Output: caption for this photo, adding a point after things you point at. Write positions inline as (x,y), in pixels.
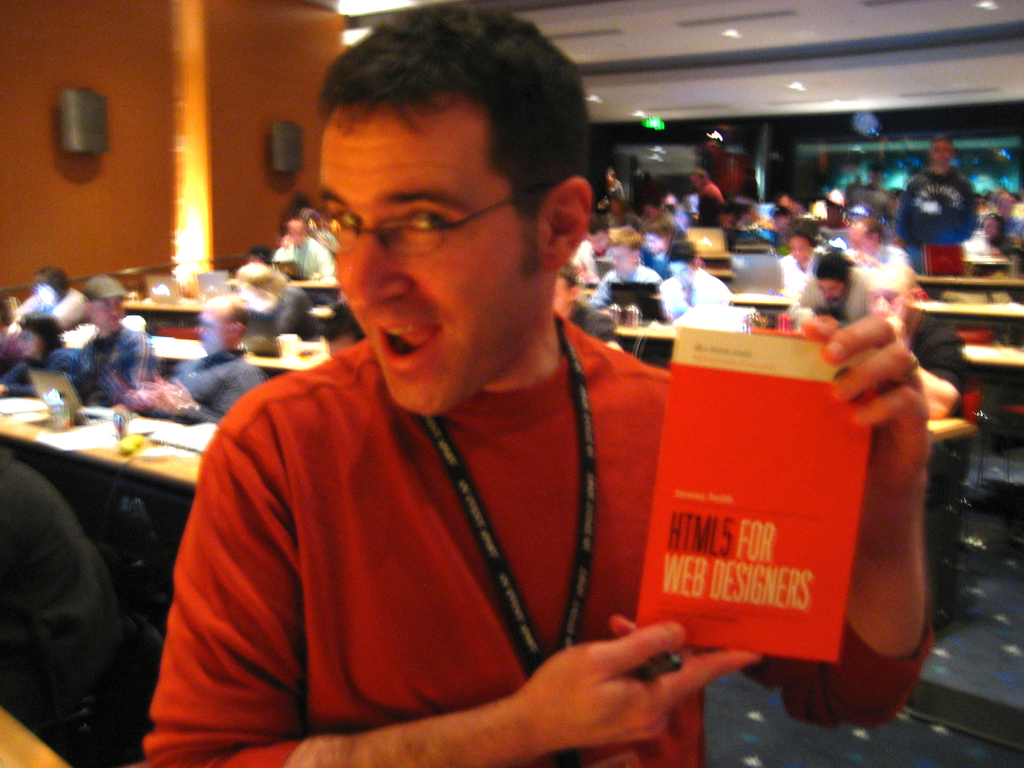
There is a man (363,572) wearing specs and tag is holding a book (726,464). In the back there are tables (661,337). On the table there are laptops (70,391) and many other items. Many people (692,265) are sitting in the background (700,278). On the wall (95,84) there is light (181,199) and some other objects (288,137).
